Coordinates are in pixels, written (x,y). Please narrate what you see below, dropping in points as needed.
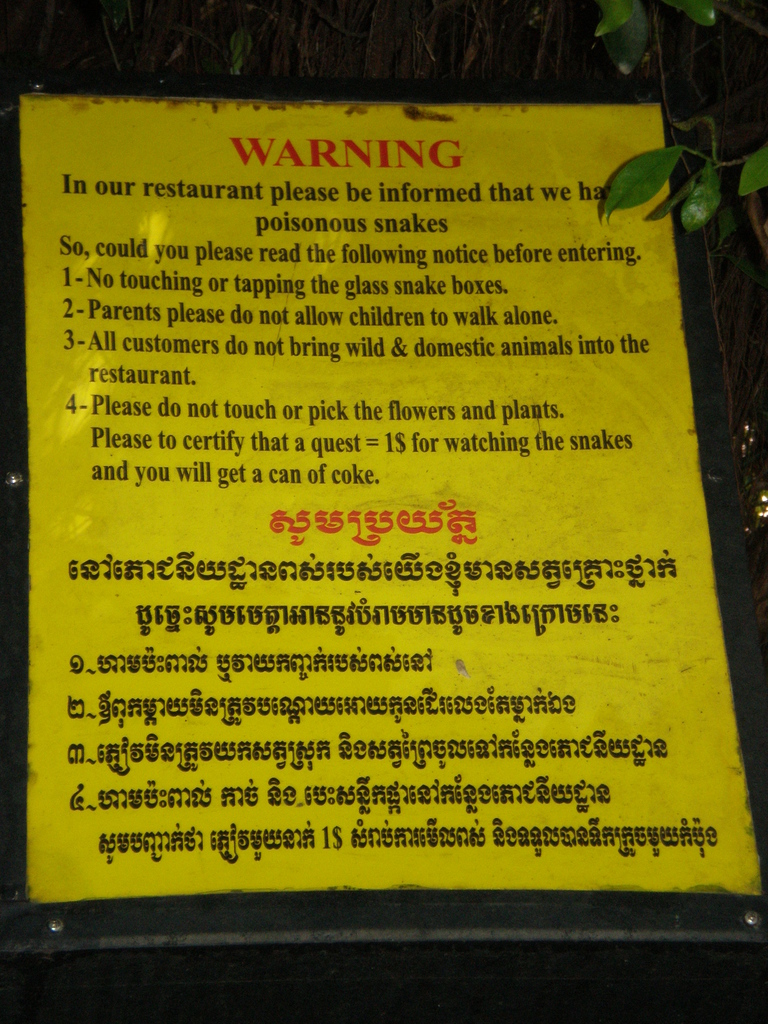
In the image we can see a board (496,475), yellow in color. On the board (599,638) there is a text (453,521), red and black in color. Here we can see leaves (641,164).
